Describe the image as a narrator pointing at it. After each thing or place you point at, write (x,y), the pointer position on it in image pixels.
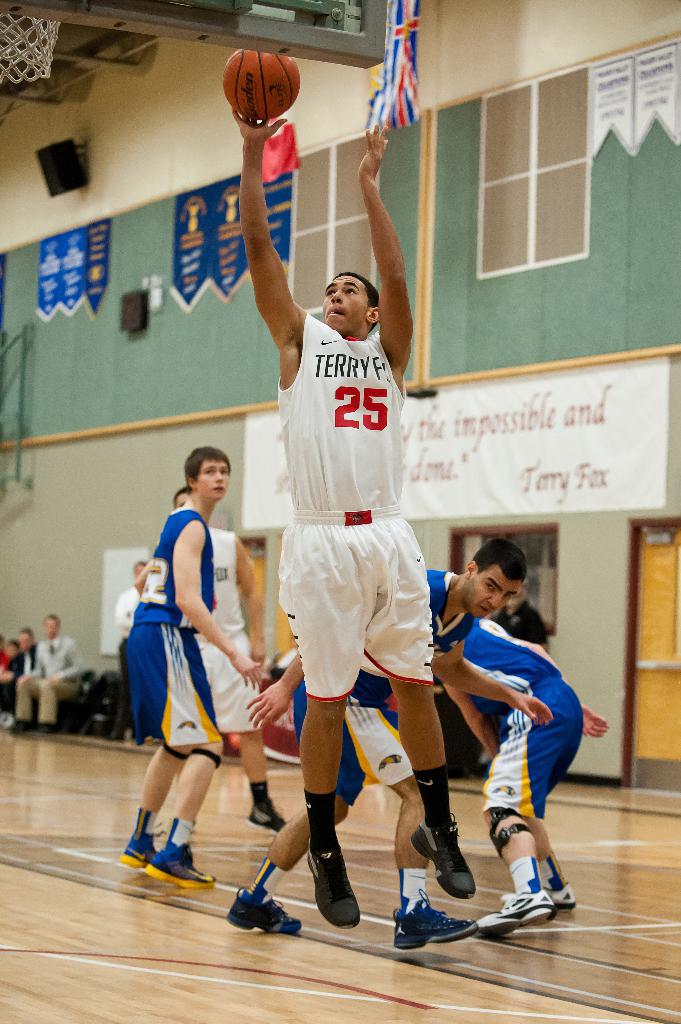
A man (315,406) is jumping throwing ball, here people (255,798) are standing, there is wall (26,444) with the window (575,228), here people (67,685) are sitting on the chair (94,705).
